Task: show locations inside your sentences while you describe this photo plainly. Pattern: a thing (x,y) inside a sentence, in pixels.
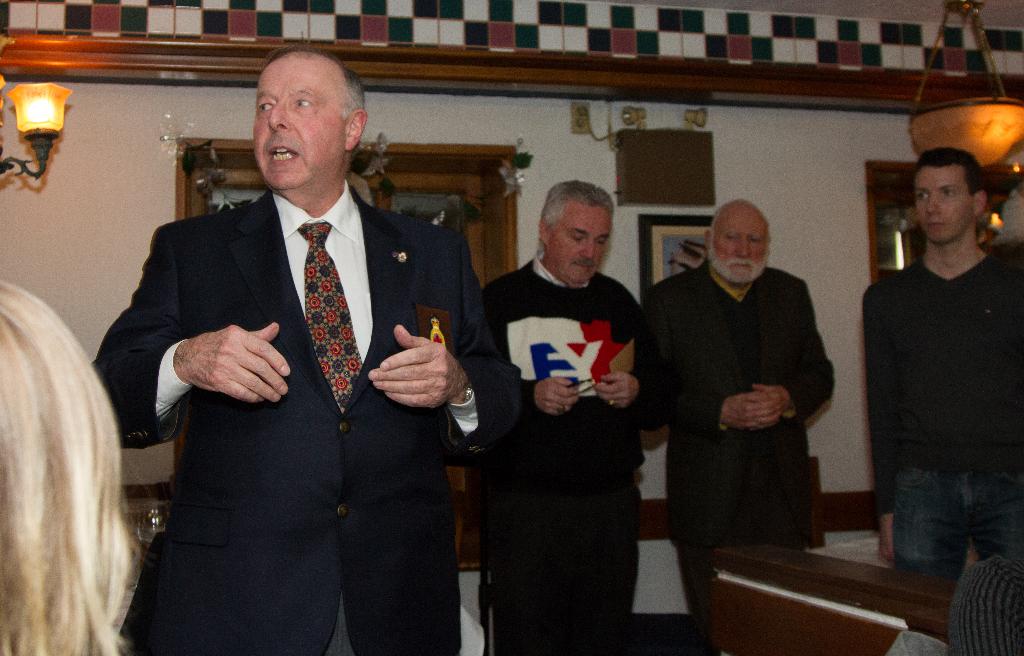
In the picture we can see some men (706,393) are standing on the floor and one man (429,354) is wearing a blazer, tie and shirt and in the background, we can see a wall (63,186) with a window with a wooden frame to it and beside it, we can see a lamp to the wall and a photo frame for it and on the top of the wall (111,99) we can see a wooden frame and some tiles (972,59) to it.
